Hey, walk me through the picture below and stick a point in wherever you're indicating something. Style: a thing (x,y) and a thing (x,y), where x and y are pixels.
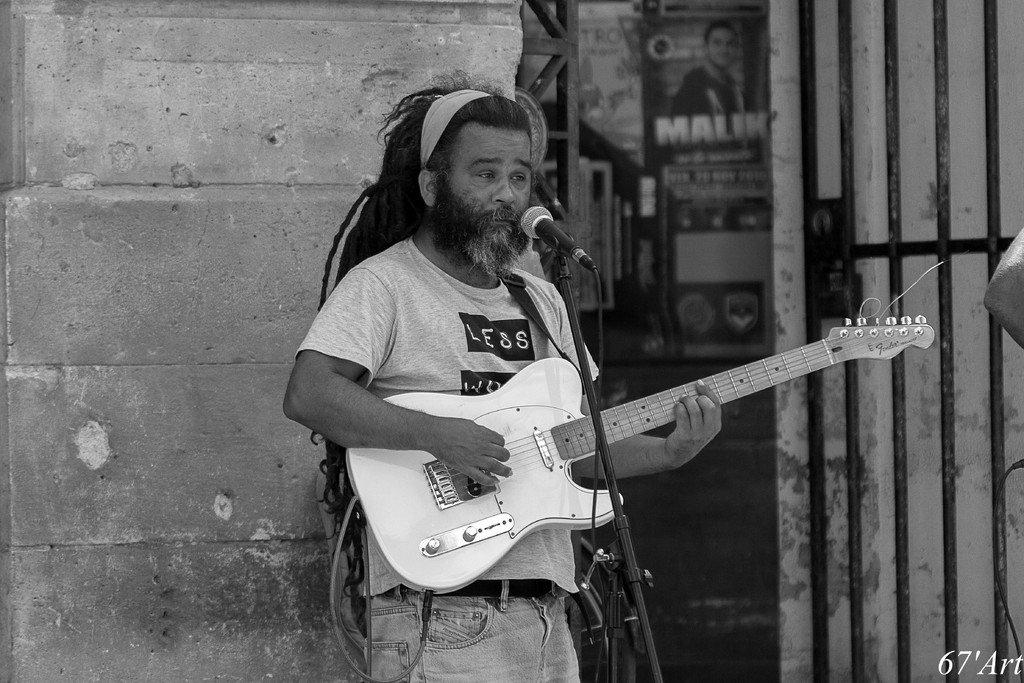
In this image I can see a person (468,265) standing in-front of the mic (546,224) and holding the guitar (418,471).
